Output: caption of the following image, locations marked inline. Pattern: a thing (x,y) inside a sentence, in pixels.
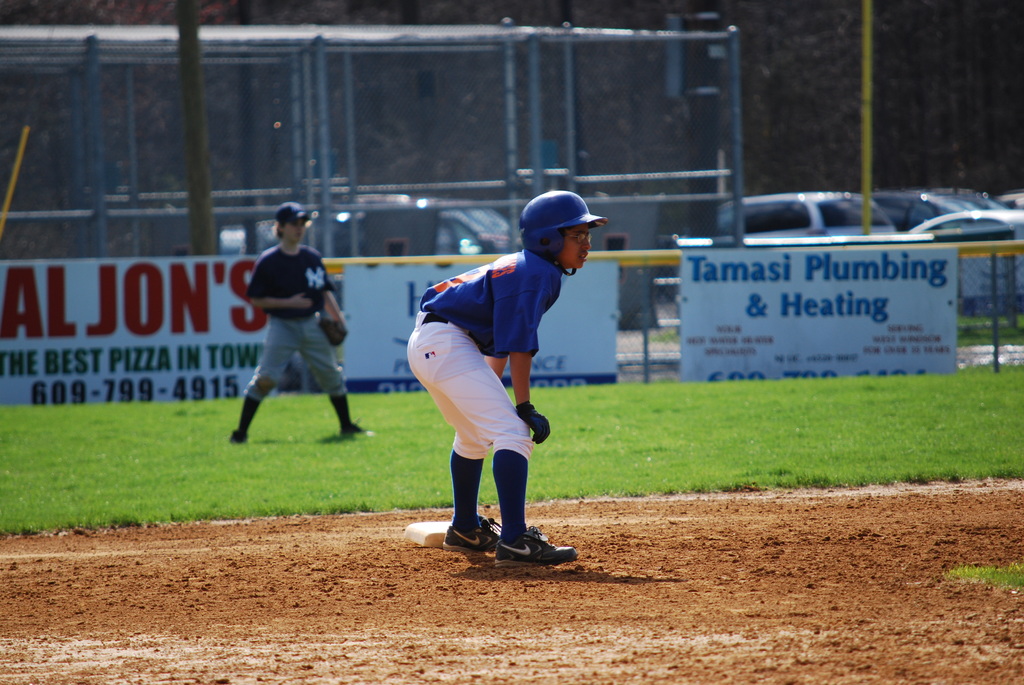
In this picture we can see there are two kids (276,333) standing. Behind the kids (286,316) there are boards (727,325), vehicles (889,226) and those are looking like trees (778,46) and the fence (210,127).
